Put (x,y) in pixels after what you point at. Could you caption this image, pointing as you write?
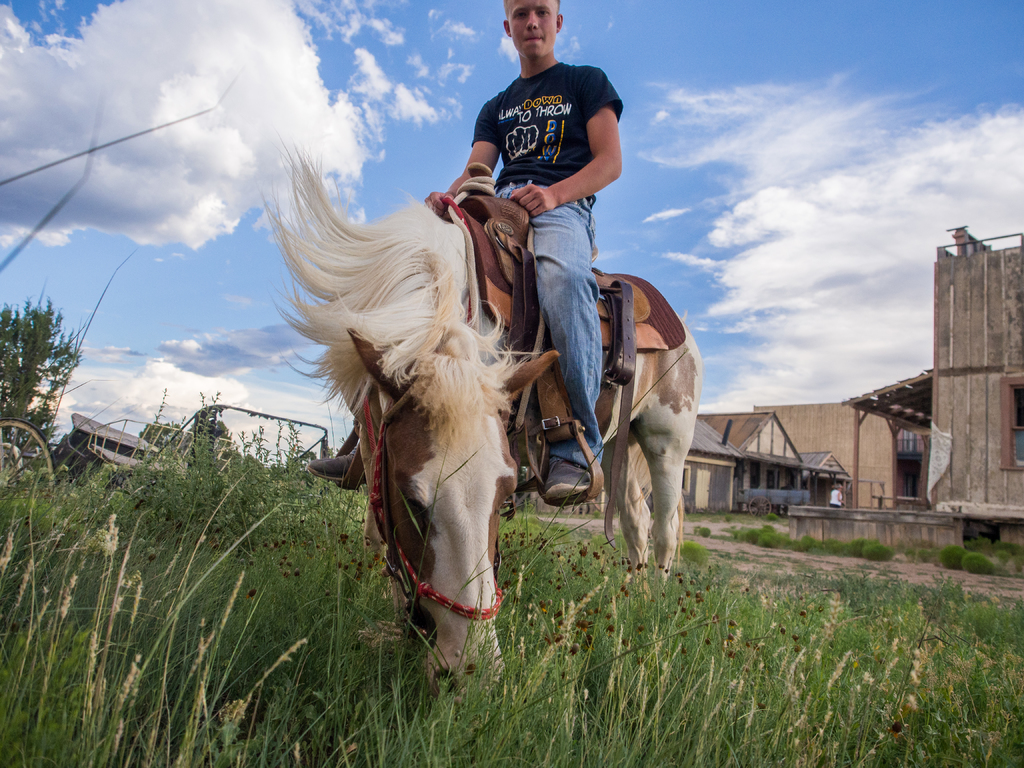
A boy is sitting on a white horse (432,481) it's a grass (522,640) at the down. There are houses (802,415) in the right (847,435) and a sky (851,319) in the top (812,250).
